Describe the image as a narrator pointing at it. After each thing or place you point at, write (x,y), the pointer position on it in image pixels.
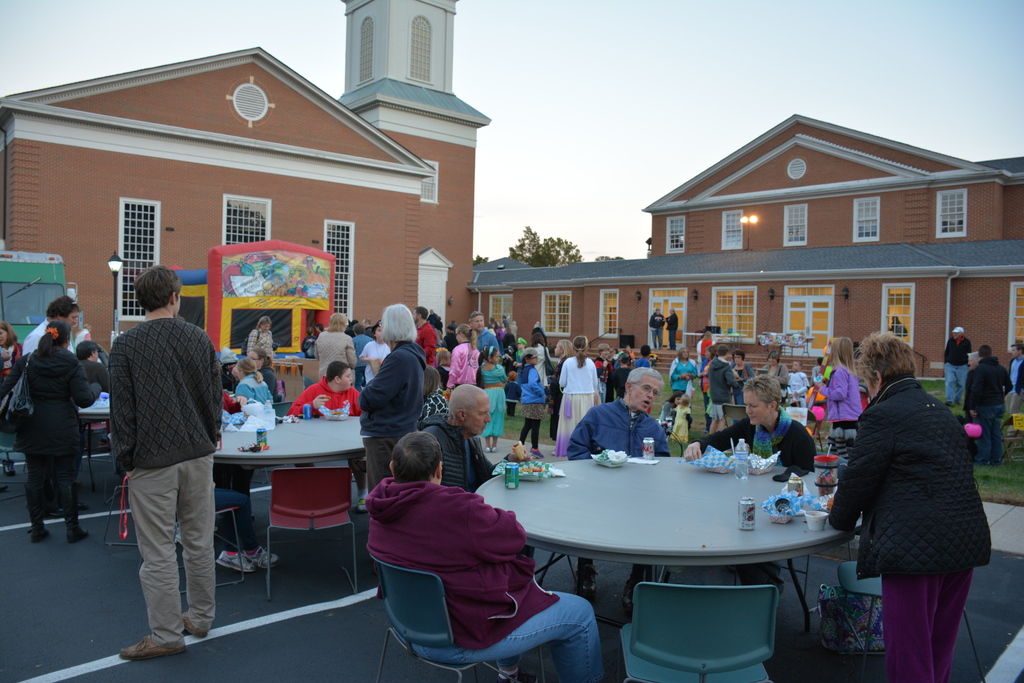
In this image I can see number of people (65,316) where few of them are sitting and rest all are standing. In the background (593,307) I can see buildings (251,214) and a tree (549,246). I can also see clear view of sky (584,42).
